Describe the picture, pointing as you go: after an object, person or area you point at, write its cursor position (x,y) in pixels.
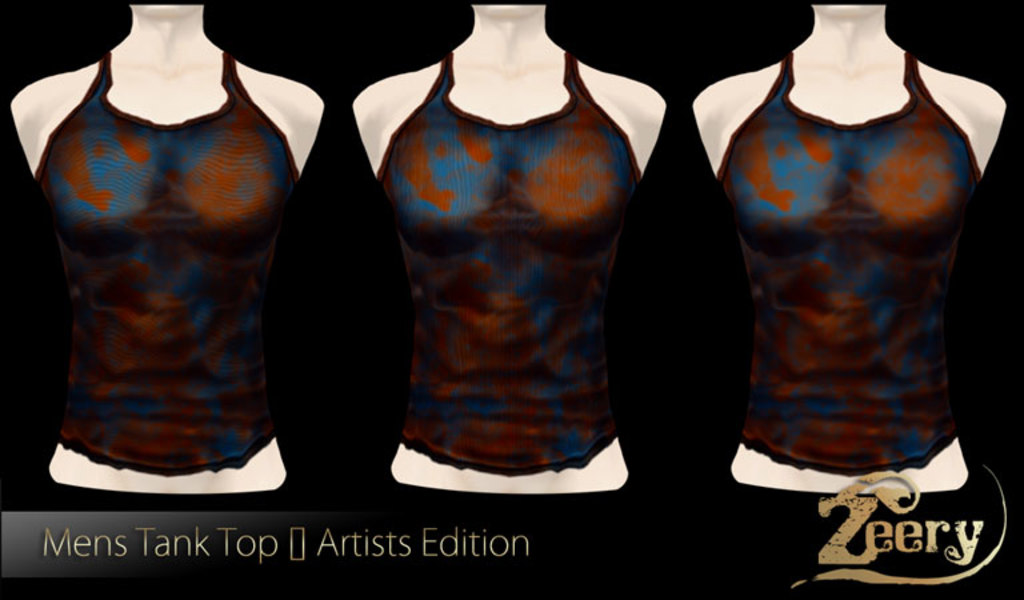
In this picture we can see mannequins (297,124).
